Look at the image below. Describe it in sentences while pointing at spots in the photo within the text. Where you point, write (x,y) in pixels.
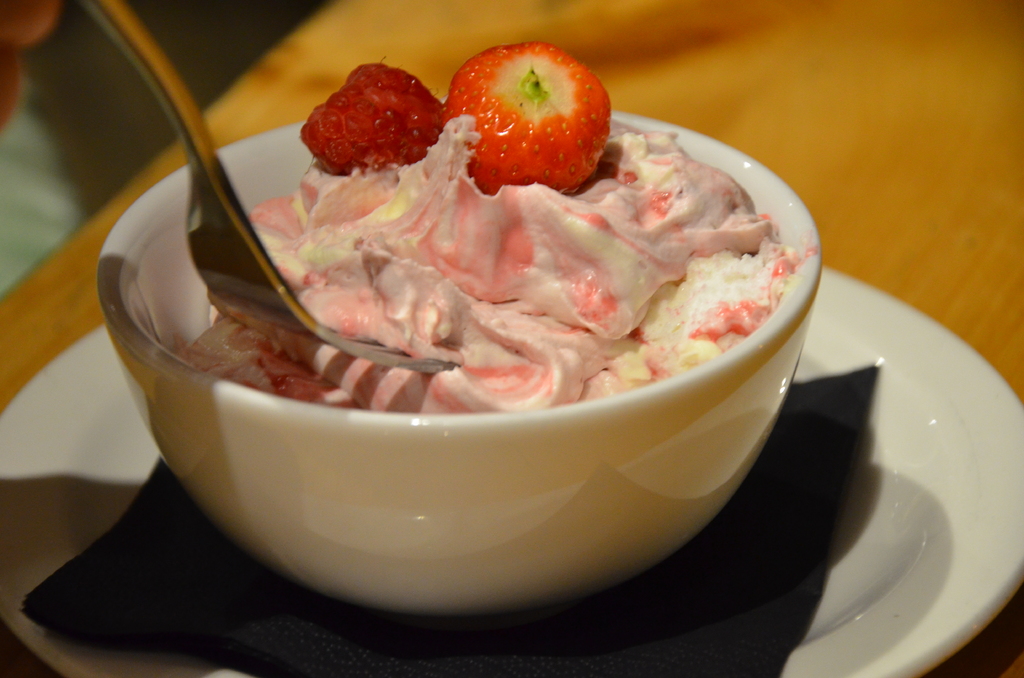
Here we can see a plate (961,574), cloth (626,625), fork (173,112), strawberries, and food (554,322) in a bowl (253,420). This is a wooden platform (782,103).
